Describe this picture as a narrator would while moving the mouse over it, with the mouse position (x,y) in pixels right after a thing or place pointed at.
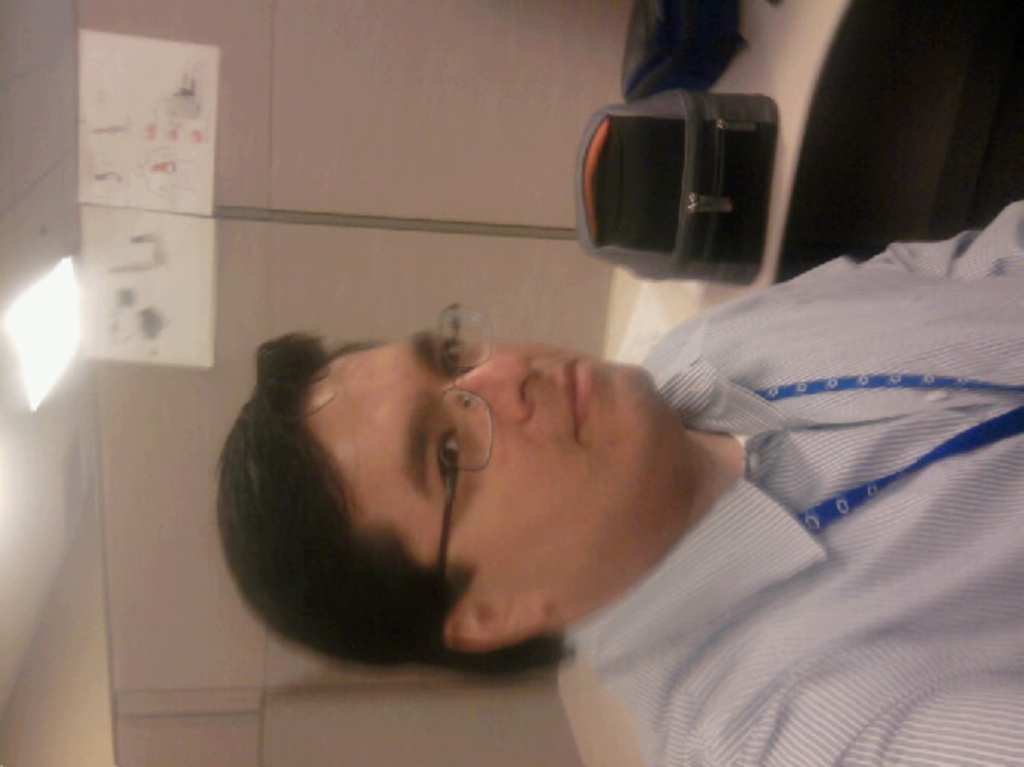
In this image I can see there is a person (693,401) sitting on the chair (839,145). And beside him there is a table (797,125). On the table (781,218) there is a bag (694,191). And at the back (227,630) there is a cupboard (359,111) and at the top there is a light (65,286).
